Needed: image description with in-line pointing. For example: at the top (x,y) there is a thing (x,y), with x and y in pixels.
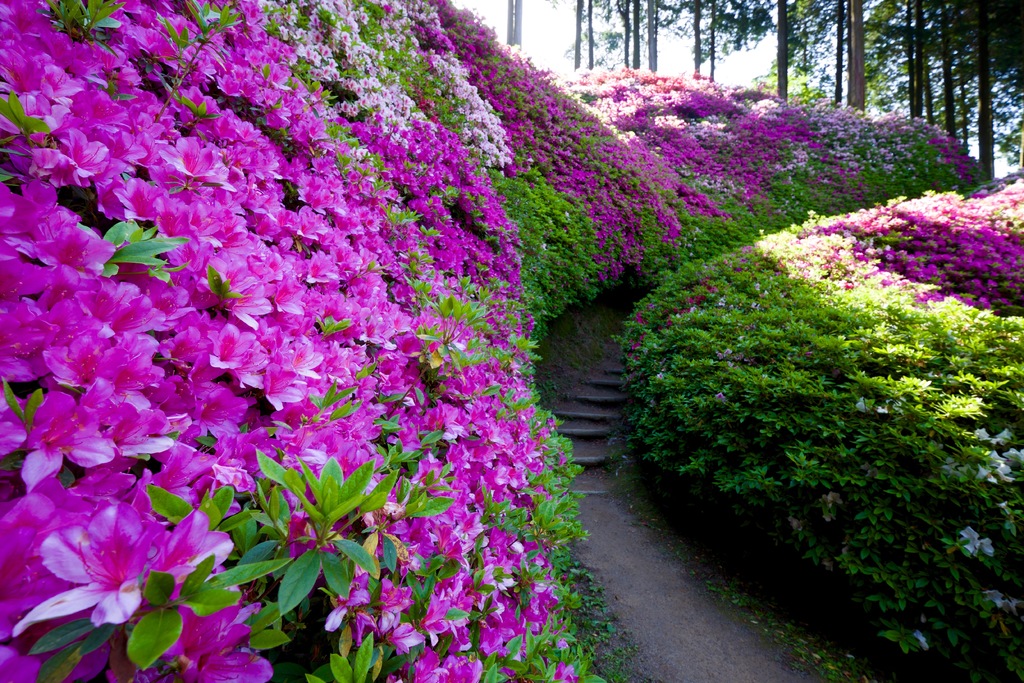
In this picture we can see flowers (492,198) and plants (793,459) here, in the background (971,55) there are some trees (857,33), we can see the sky (741,63) here.
